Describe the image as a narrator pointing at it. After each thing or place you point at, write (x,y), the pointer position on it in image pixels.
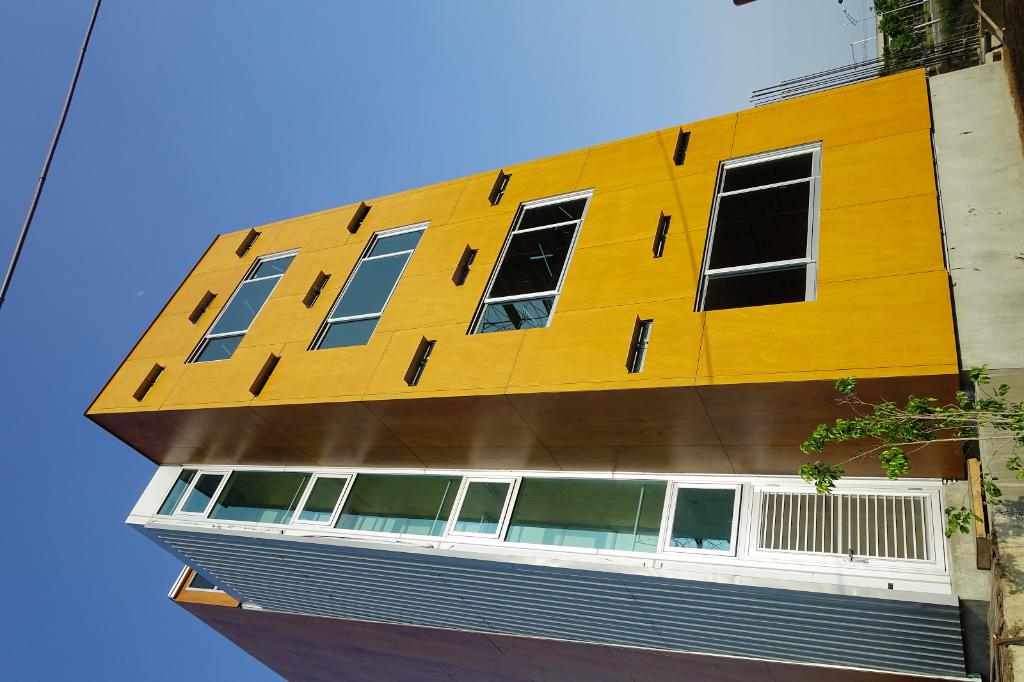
In this image, we can see a building (501,506) with glass windows (274,526), wall (801,356). Right side of the image (957,405), we can see few trees (906,50), poles (932,30). Left side of the image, we can see a rope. Background (360,126) there is a sky (458,97).
